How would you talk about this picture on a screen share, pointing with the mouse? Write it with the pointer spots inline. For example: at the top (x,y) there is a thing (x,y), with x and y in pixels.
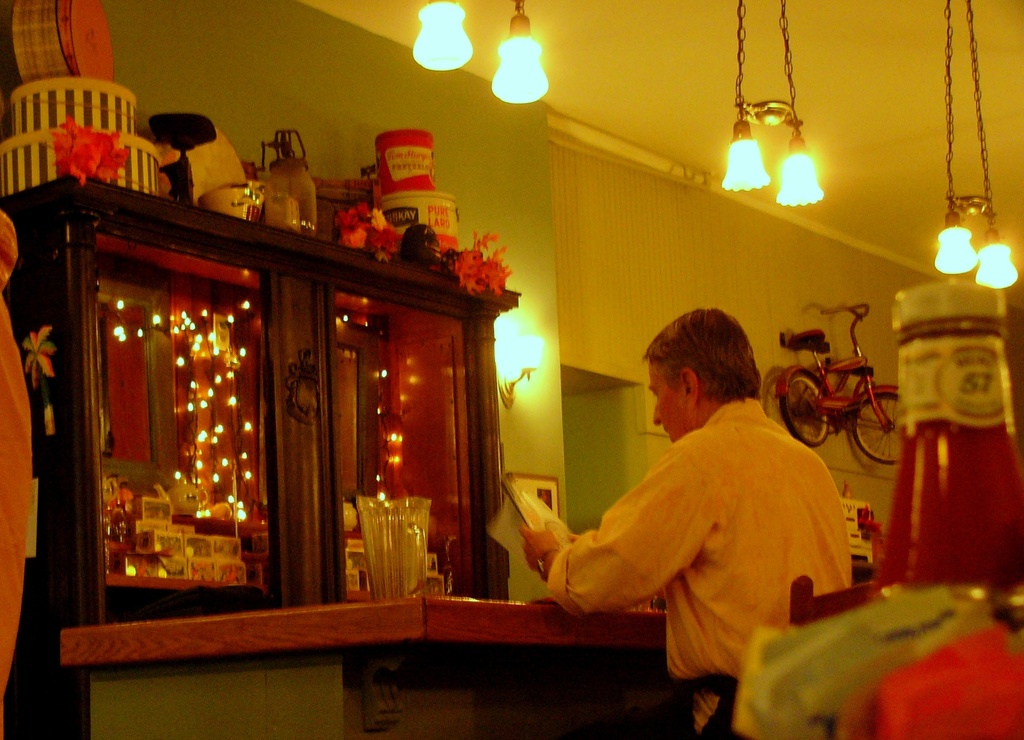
In this picture i could see a person (654,423) sitting on the chair (815,605) beside the table (549,601), holding a book (551,517) in his hand (558,543) and in the background (478,348) i could see wooden cabinet (255,359) on cabinets (283,317) there is some stuff (277,185) with flowers (471,250), wall (498,247) is green in color and yellow too and some lamps (770,109) hanging from the ceiling (805,215) and in the right corner (955,368) there is a ketchup bottle (971,508).
